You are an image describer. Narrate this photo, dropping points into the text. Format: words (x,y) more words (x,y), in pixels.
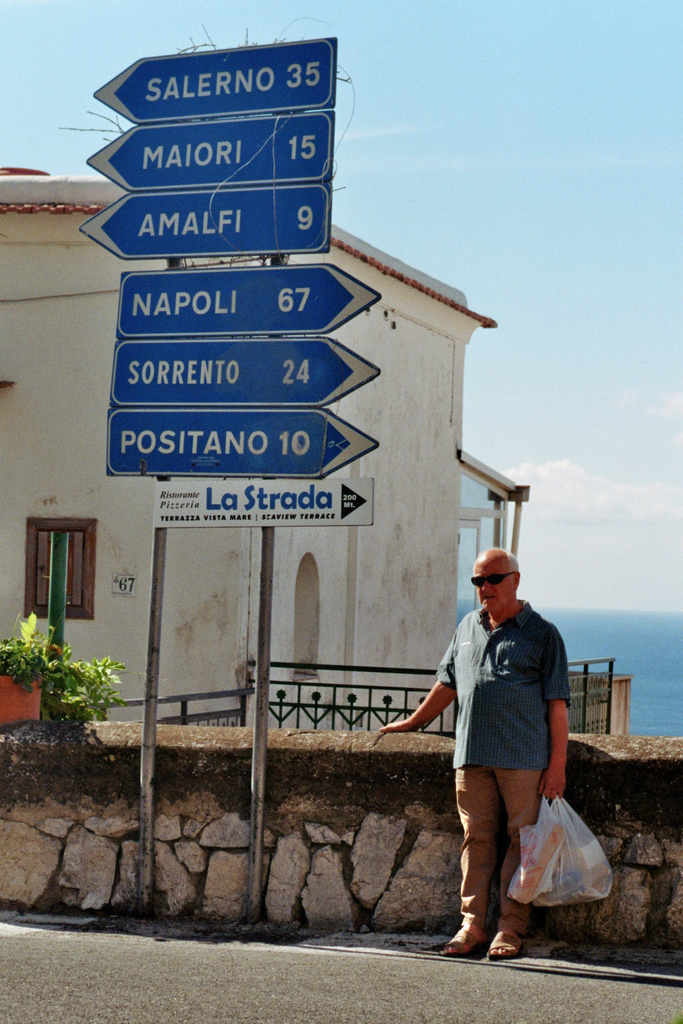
A person (468,705) is standing and holding a plastic bag (542,845). These are sign boards (239,494) and rods (253,761). Background (9,653) we can see plant (38,657), fence (171,723), building (321,545), water (562,626) and sky (560,215).
